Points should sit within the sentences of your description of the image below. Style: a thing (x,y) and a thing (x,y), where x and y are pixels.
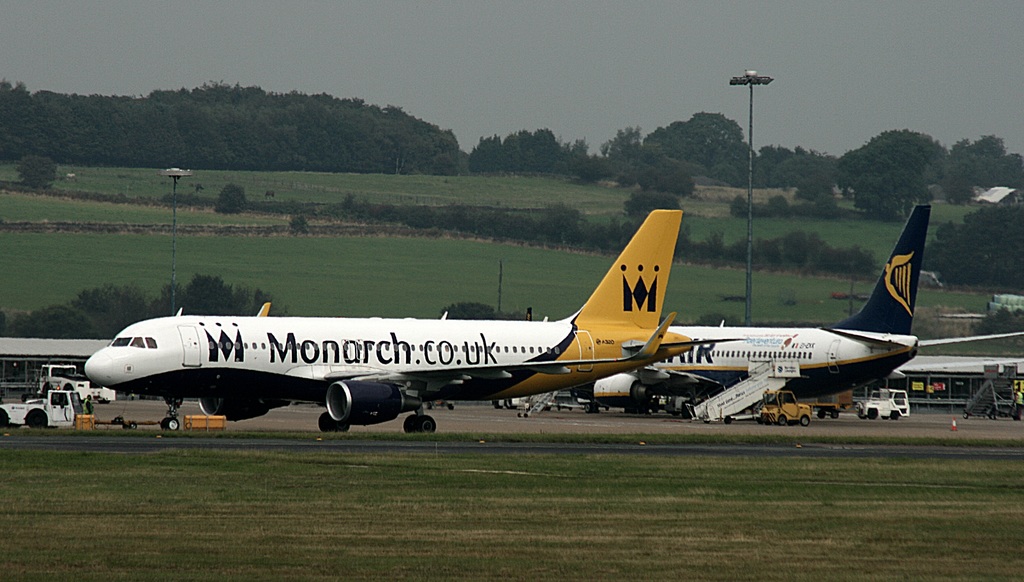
In this picture there are aircraft's (701,382) and there are vehicles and there is a building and there are trees (1004,250) and there are street lights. At the top (551,73) there is sky (600,68). At the bottom (650,545) there is grass (538,545) and there is a road (585,445).
